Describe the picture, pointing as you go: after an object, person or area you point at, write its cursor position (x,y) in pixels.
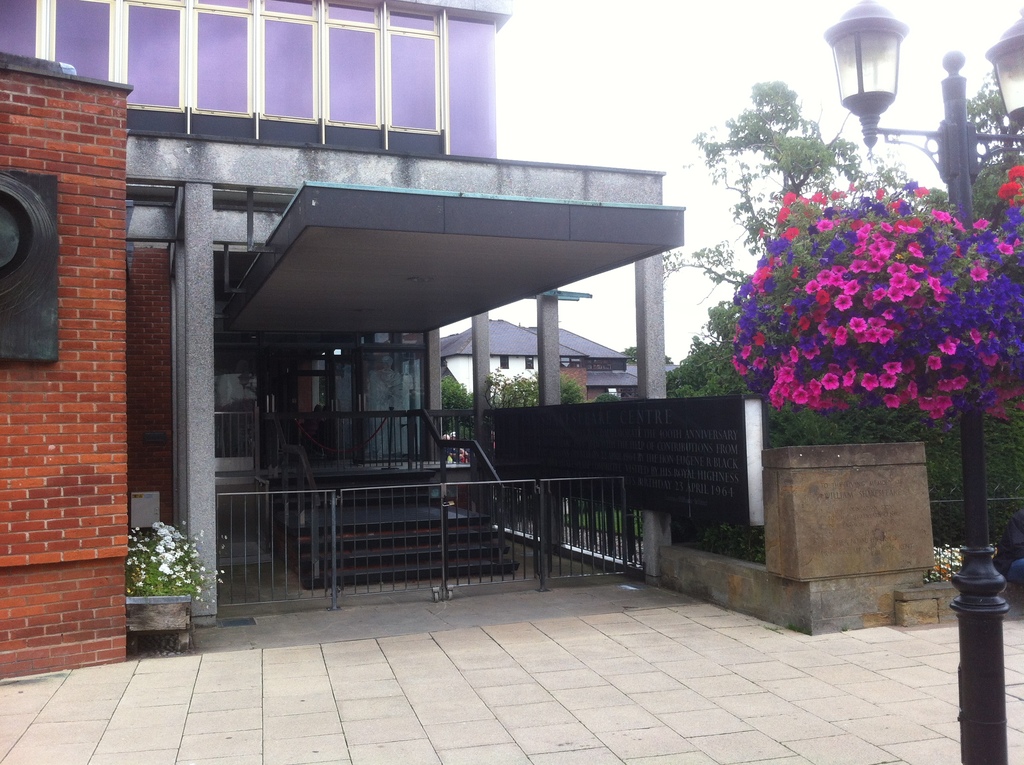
In the center of the image (374,358) there is a building (98,92). At the bottom (366,579) there is a gate (282,570). On the right (969,702) there is a pole (963,717). In the background (777,442) there are trees (802,441) and we can see flowers (897,287). There are sheds (570,340). At the top (715,87) there is sky (708,81).
